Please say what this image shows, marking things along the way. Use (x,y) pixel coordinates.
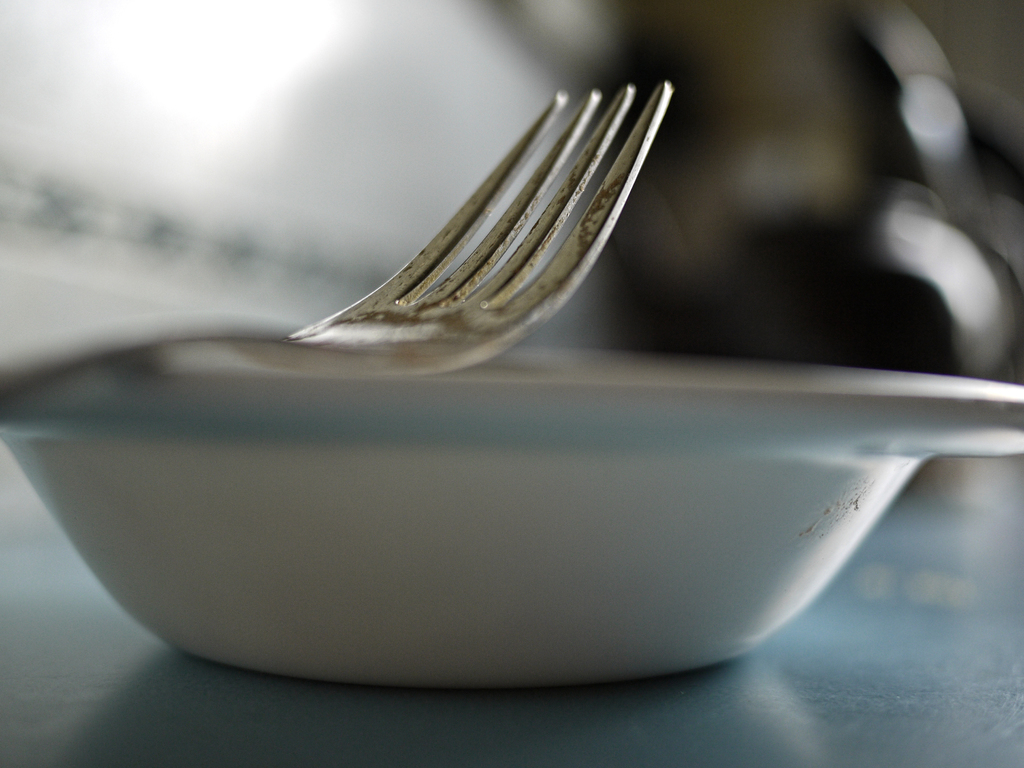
In this image there is a table (831,663) on that table (51,679), there is a bowl (837,369) on that bowl (185,387) there is a fork (424,338).
